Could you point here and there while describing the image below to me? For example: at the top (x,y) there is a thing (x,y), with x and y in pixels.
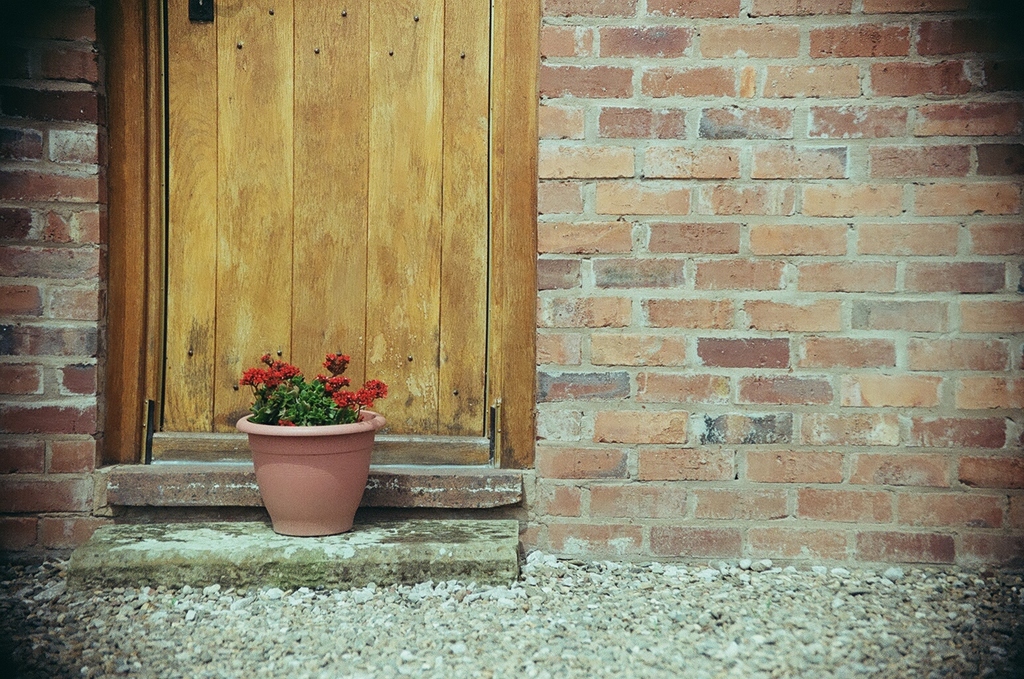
In this image, we can see the door (294,197), brick walls (652,226), flower plant (344,401) with pot (285,452). At the bottom (436,583), we can see stones (719,581). Top of the image (189,12), we can see a black color object (202,12).
